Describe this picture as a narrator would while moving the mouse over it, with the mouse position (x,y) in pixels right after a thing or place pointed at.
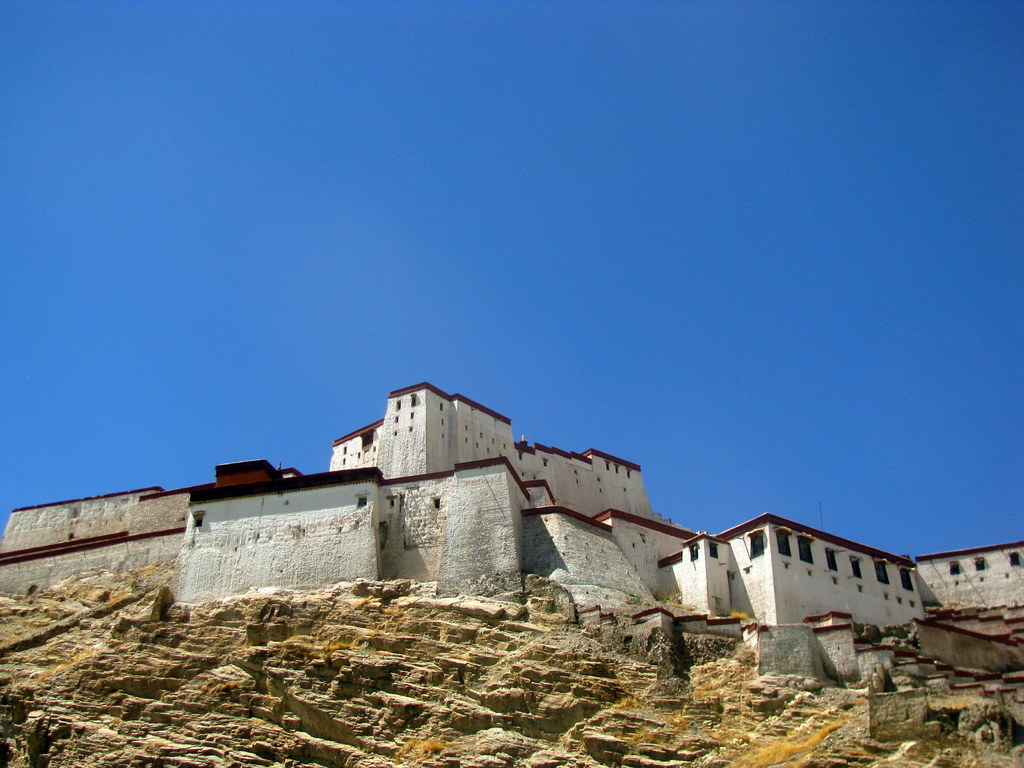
In this image we can see a building (861,607) with a group of windows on a mountain (231,671). In the background (691,242), we can see the sky (530,276).
